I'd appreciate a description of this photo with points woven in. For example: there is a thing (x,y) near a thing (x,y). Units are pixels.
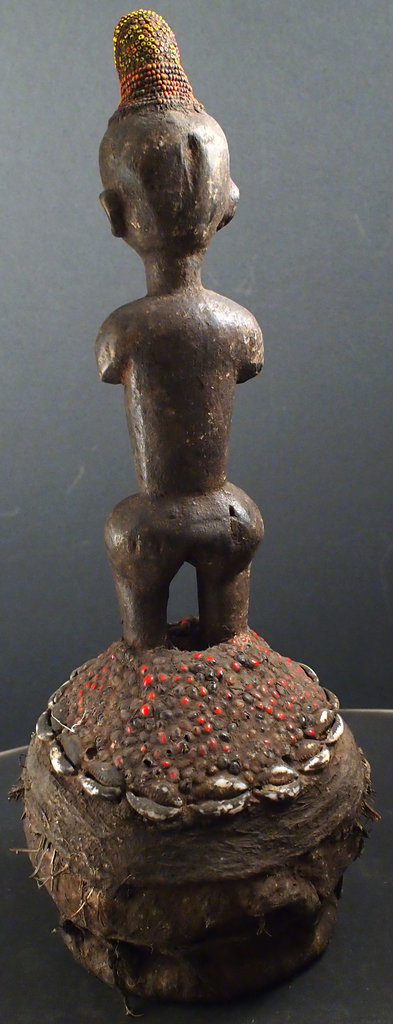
In this image we can see one statue (178,326) on the surface (357,997).
